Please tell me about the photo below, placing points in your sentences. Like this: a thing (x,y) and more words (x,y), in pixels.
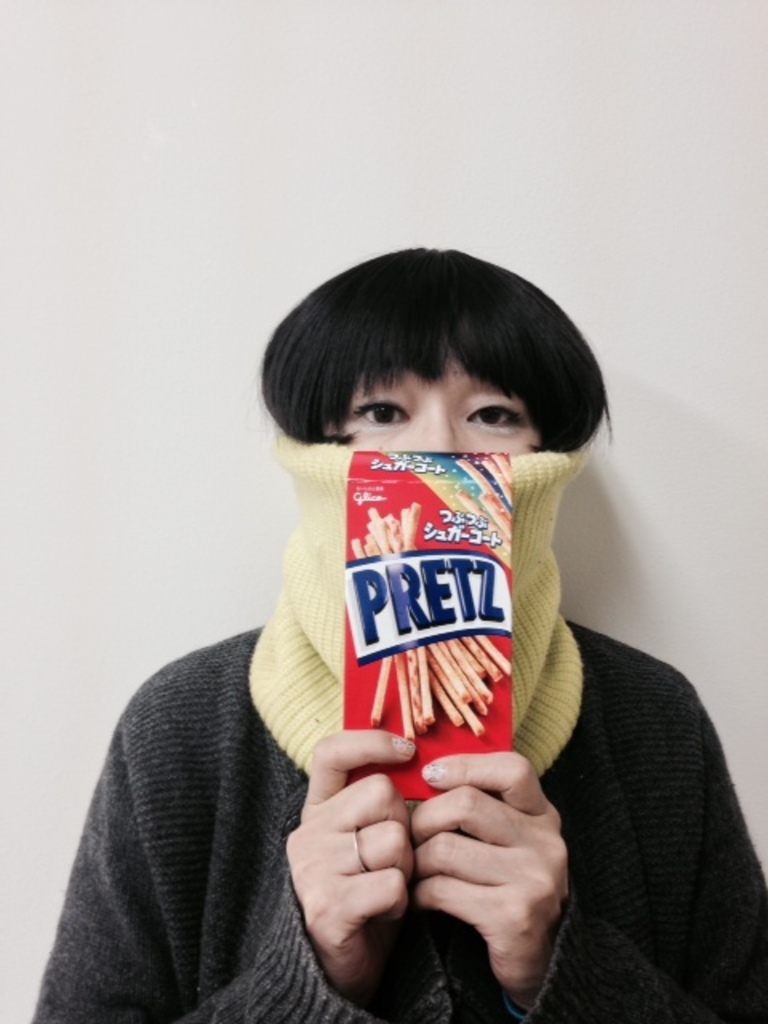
In this image the background (123,566) is gray in color. In the middle of the image (446,423) there is a person (443,948) wearing a neck warmer (536,683) and there is a snack box (408,663) with a text (447,615) on it.
